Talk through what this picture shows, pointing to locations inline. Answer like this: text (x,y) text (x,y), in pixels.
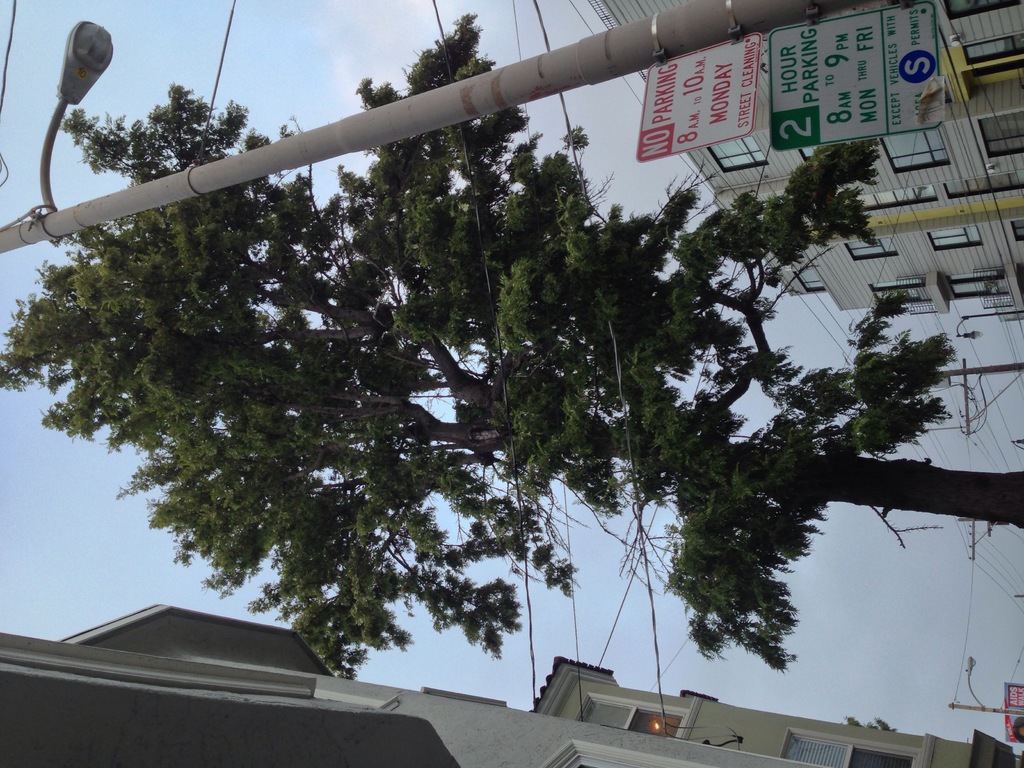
Here we can see buildings (881,280), boards (1023,702), poles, light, and tree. In the background (109,590) there is sky (342,19).
